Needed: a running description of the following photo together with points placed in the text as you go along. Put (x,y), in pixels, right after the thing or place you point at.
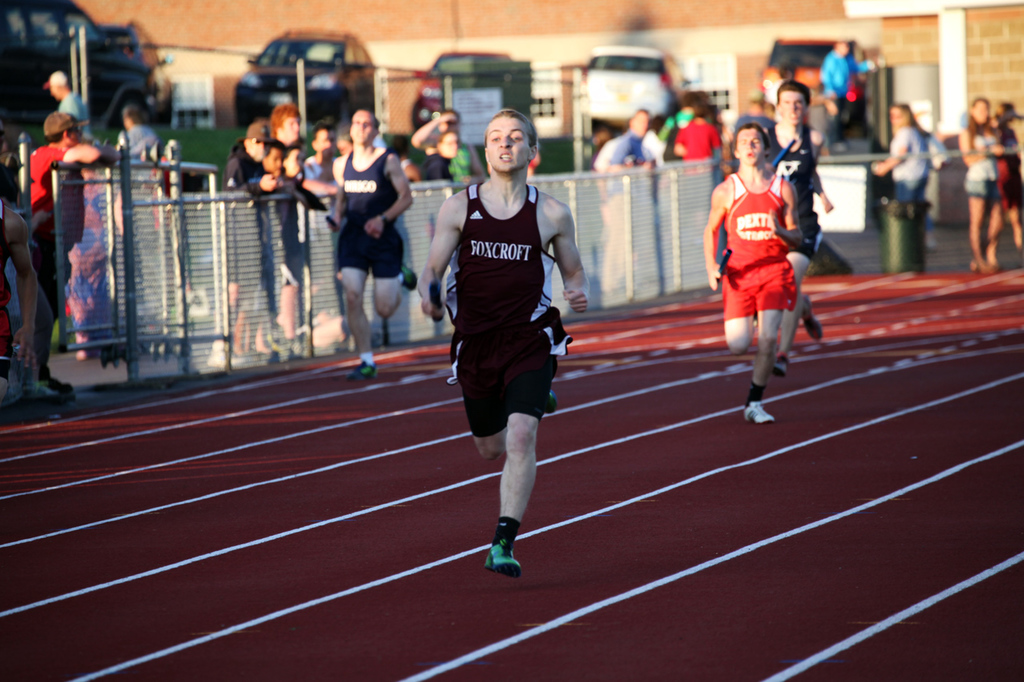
In this picture these people (450,276) are running. Background (291,228) it is blur. We can see people (252,141), fencing (685,219) and vehicles (100,84).
